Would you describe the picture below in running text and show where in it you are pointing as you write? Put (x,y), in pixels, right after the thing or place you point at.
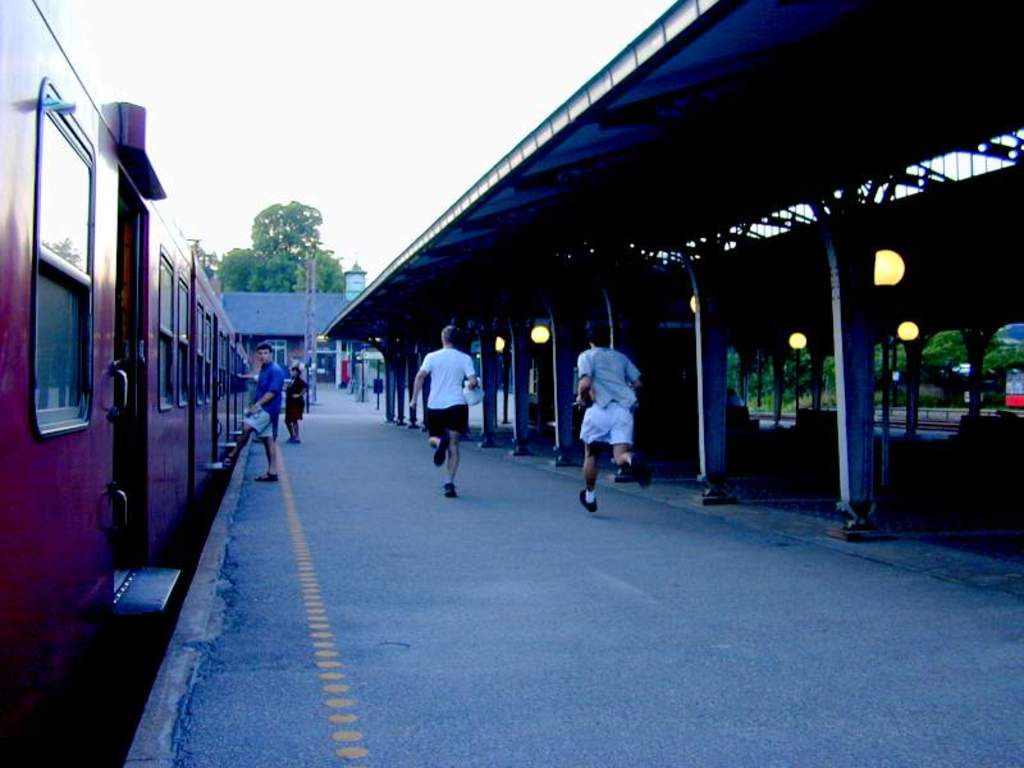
There is a train (204,375) on the railway track (79,688) near a platform (417,625). On which, there are two persons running and two persons (291,376) standing. On the right side (925,115), there is a roof (848,135) which is attached to the pillars (833,225) which are on the floor (891,512). In the background (341,283), there is a building (333,294) which is having roof (333,294), there are trees (307,237) and there are clouds (195,73) in the sky (331,53).
